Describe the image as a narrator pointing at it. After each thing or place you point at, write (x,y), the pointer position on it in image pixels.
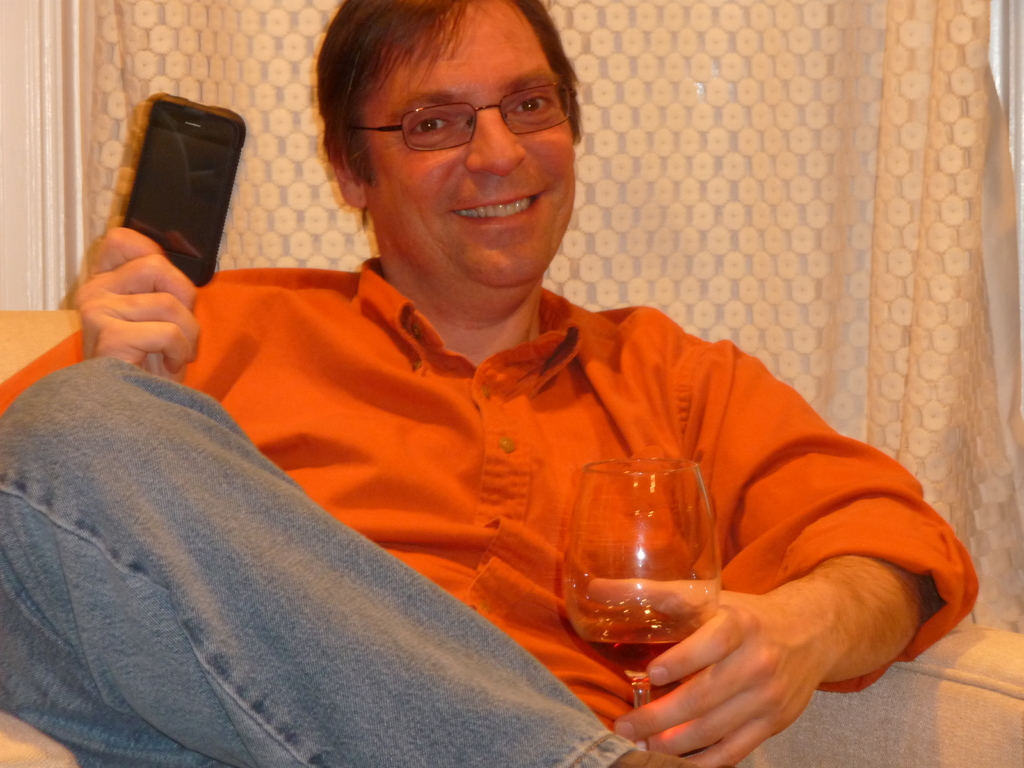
In this picture there is a man (429,551) sitting on a chair (825,753) and holding a glass (669,631). He is also holding a phone (185,155) in his hand (173,326). There is a cream curtain (738,180) in the background (862,274).
